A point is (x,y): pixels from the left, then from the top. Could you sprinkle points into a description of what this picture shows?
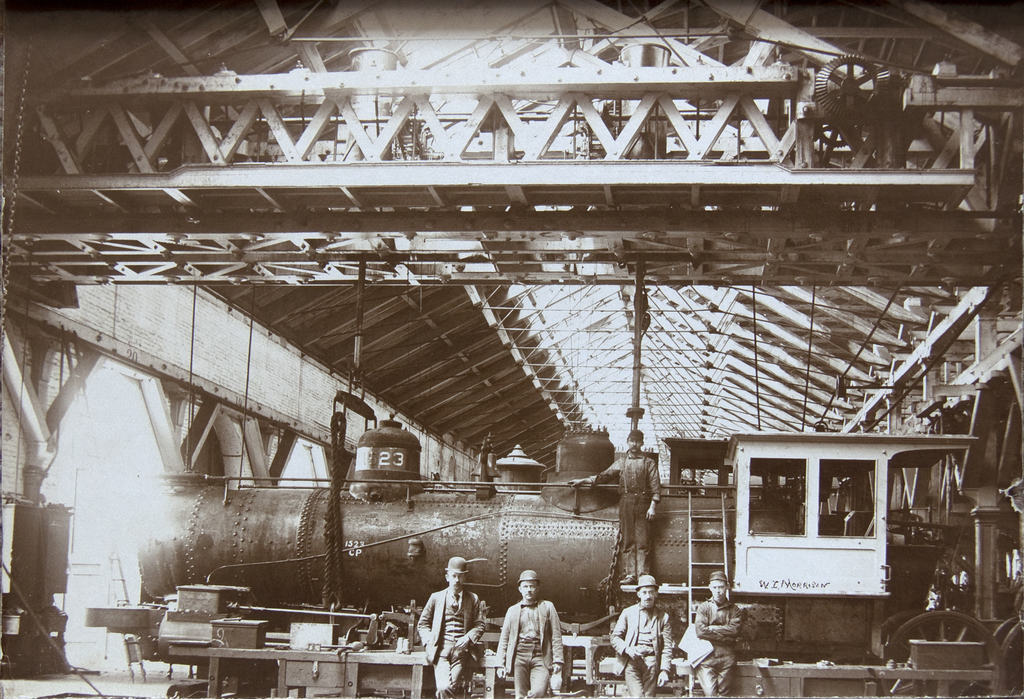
In the foreground of the picture (568,634) there are people (481,632), desks (239,650), boxes (223,642) and train engine (352,497). At the top (586,227) there are iron frames (447,192). In the background (534,320) it is ceiling (564,362). This is a black and white picture.
